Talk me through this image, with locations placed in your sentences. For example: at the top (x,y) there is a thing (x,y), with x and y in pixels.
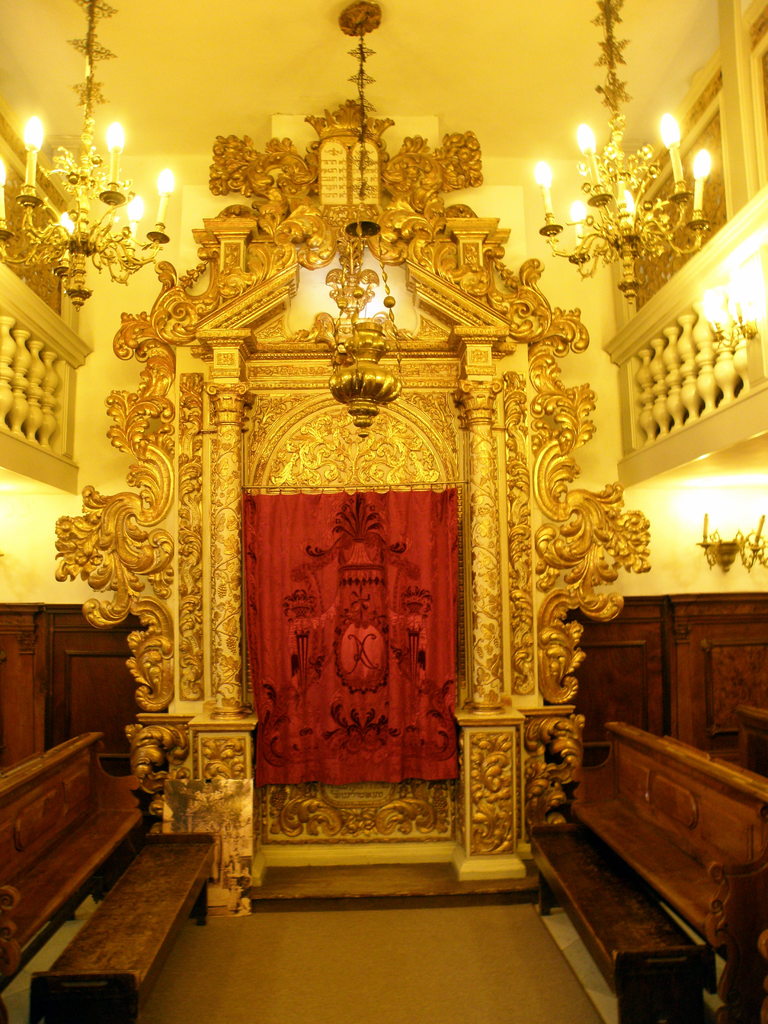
In this image I can see the inner part of the building (279,329) and I can see four benches (550,878), two chandeliers (572,256). In the background (305,617) I can see the curtain (376,541) in red color and I can also see an arch (326,277) and the wall (668,584) is in cream color.
